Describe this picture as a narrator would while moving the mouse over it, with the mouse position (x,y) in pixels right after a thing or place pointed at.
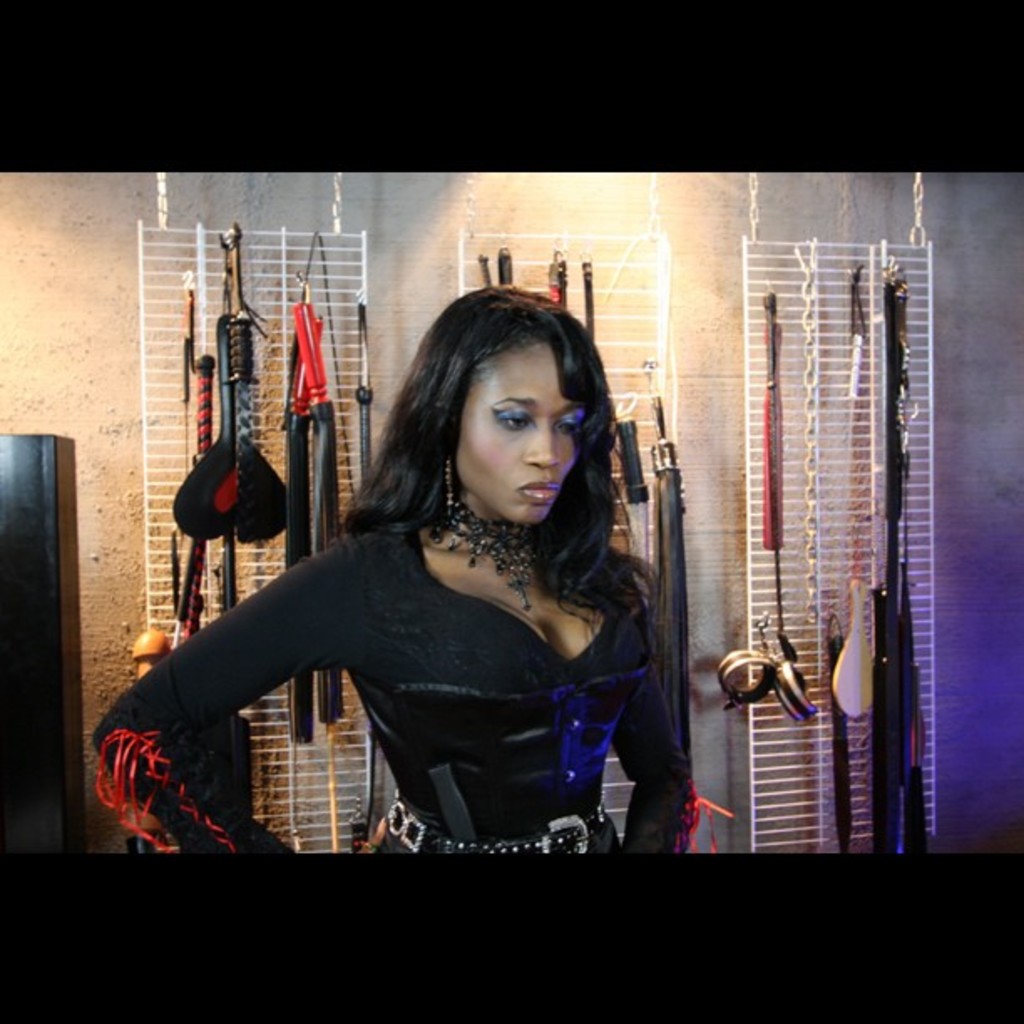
In this image we can see a woman (511,694), behind her, we can see some objects (813,616) are hanged and in the background (706,618), we can see the wall (709,630).
